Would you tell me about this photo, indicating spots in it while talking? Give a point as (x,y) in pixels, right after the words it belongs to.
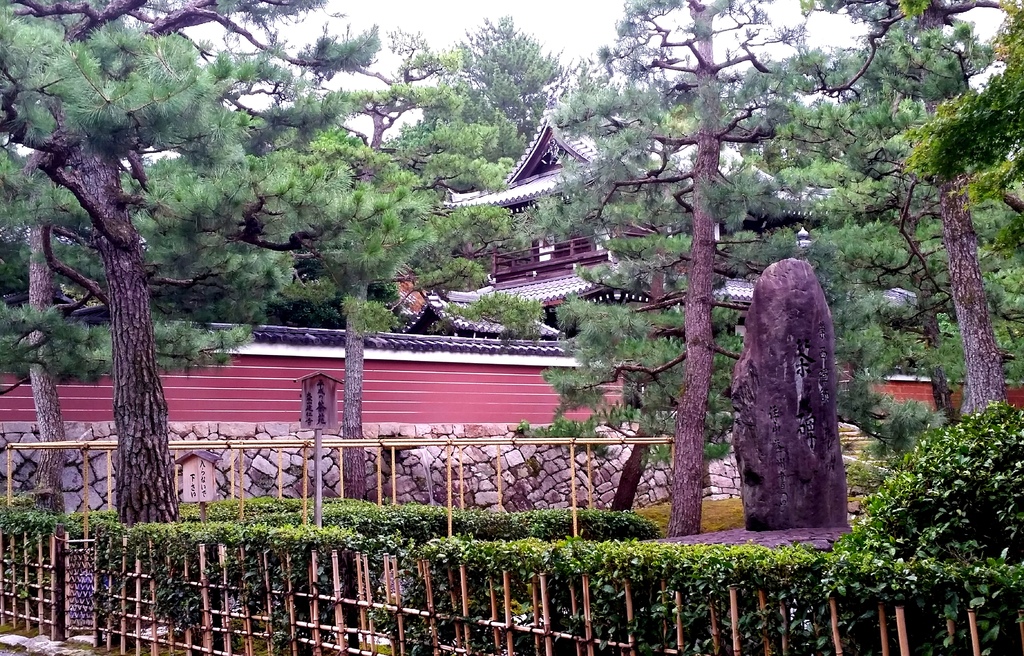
In this image there is a wooden fencing (85,497), small plants (401,531), trees (146,325) and rock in the foreground (694,516). There is a stone wall (505,450), buildings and trees (391,200) in the background (546,158). There is a sky (811,30) at the top (435,82).
